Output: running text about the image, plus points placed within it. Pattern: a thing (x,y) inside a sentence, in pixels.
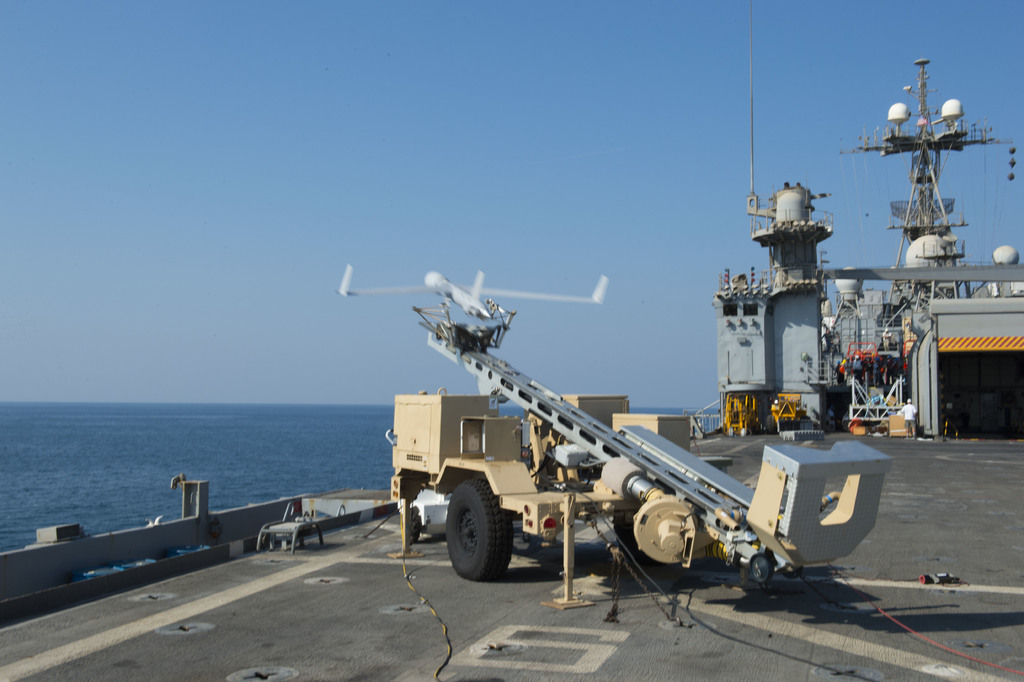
In this picture we can see a battleship (336,599) in the front (586,650), there is a vehicle (697,524) in the middle (503,453), on the left side (184,440) there is water (124,446), we can see the sky (423,150) at the top of the picture (414,158).
